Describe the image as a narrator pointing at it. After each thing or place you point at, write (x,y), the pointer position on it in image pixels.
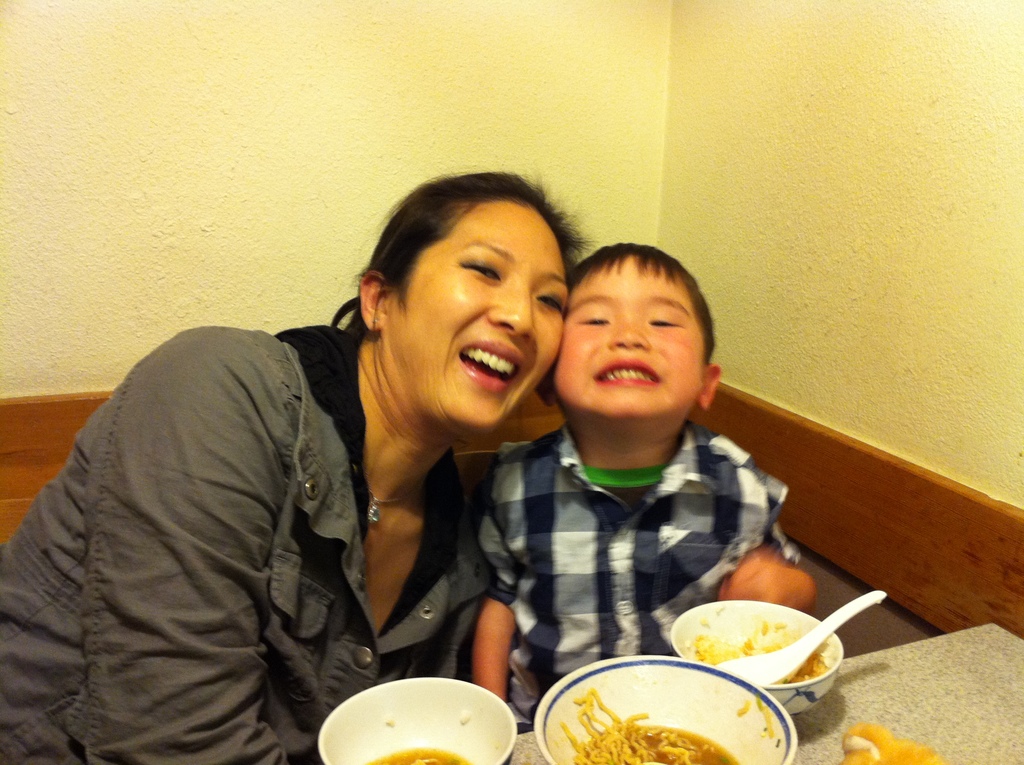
In this picture there is a woman (376,575) who is wearing hoodie (235,652), beside her there is a boy (598,367) who is wearing shirt (531,511). Both of them are smiling. They are sitting on the bench (493,442). On the table (992,693) we can see bowl (787,764), noodles (643,719) and soup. At the top (437,101) there is a wall (484,99).
